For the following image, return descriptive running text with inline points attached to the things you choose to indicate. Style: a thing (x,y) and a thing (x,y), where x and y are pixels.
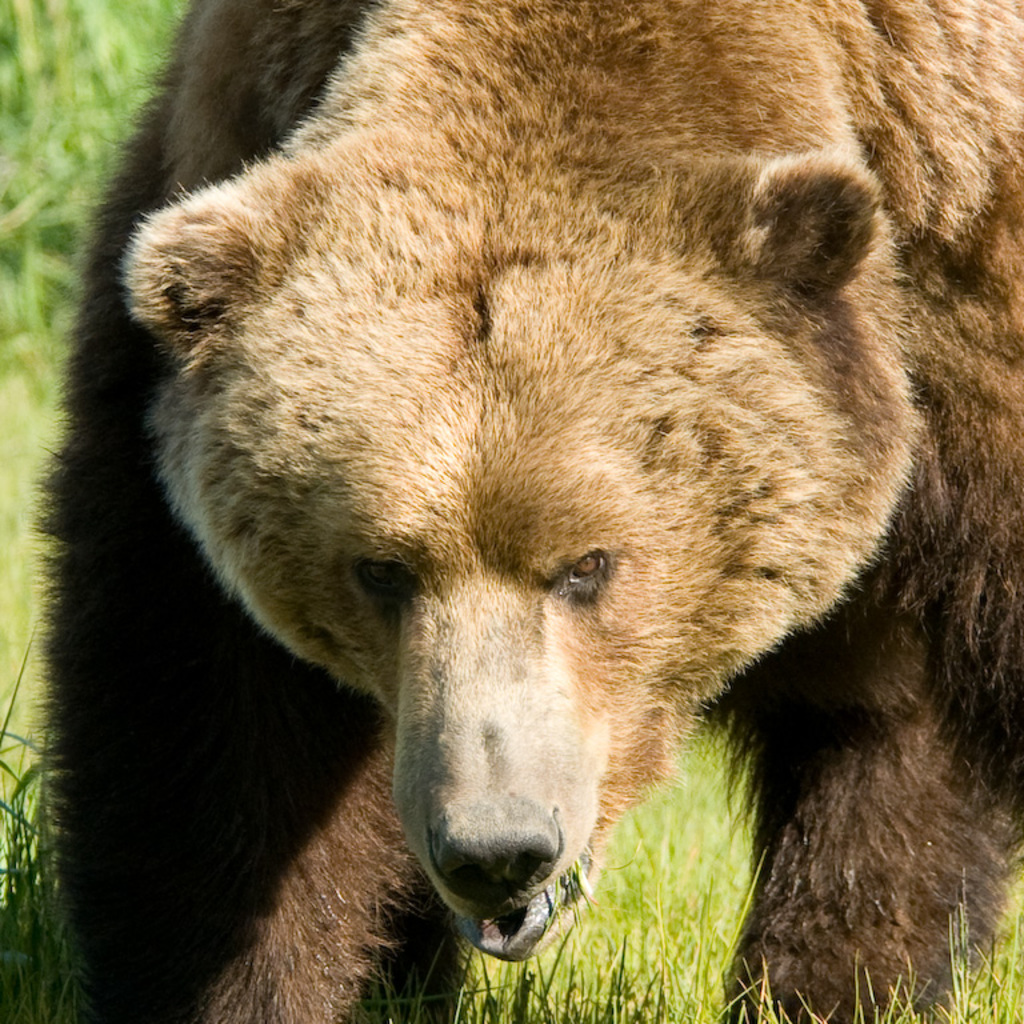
In this picture we can see a bear (562,912) on the grass (656,881).
